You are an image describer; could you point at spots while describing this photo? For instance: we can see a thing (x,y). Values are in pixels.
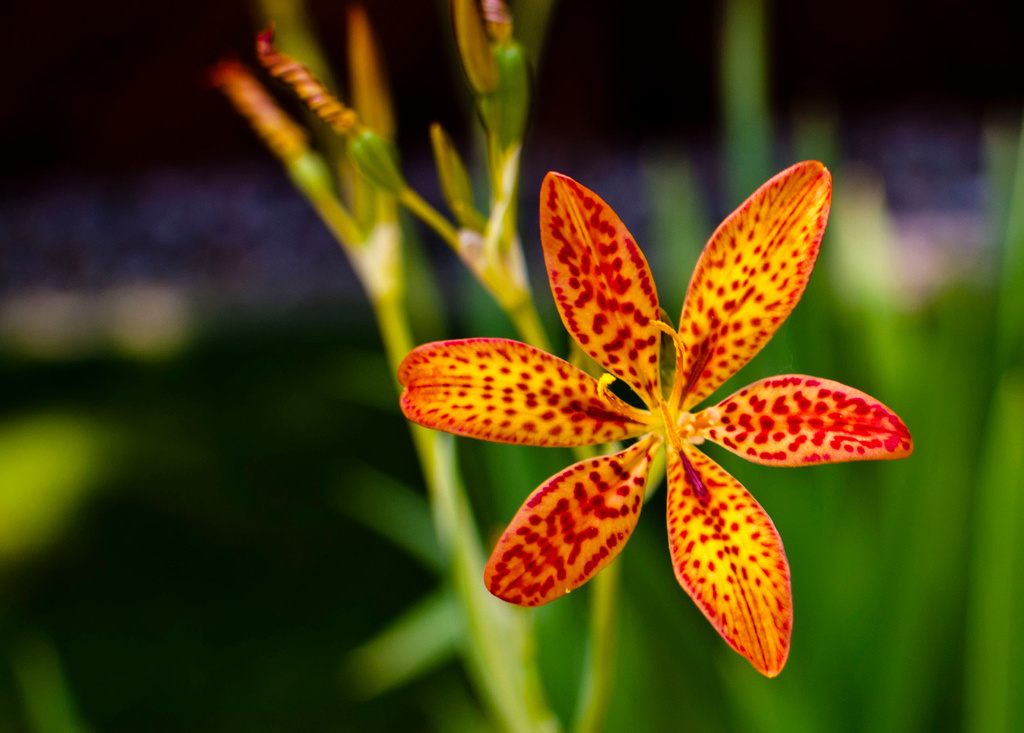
This image is a zoom in picture of a plant (528,506), as we can see there is one flower (633,432) on the right side of this image (694,362).
